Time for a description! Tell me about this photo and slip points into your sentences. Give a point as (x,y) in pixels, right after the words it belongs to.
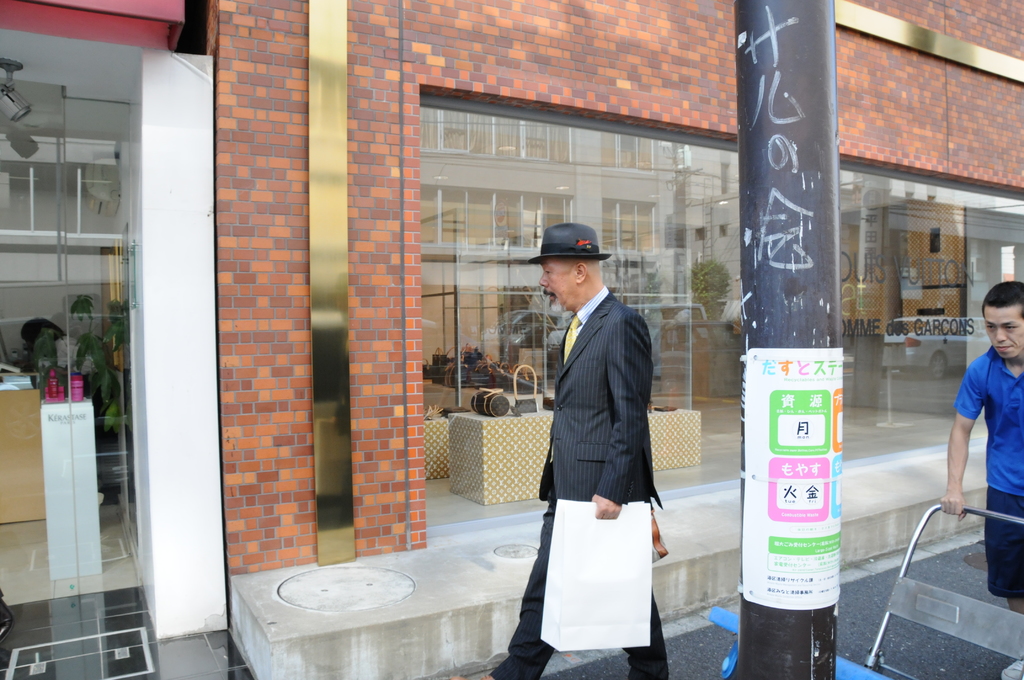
In this picture we can see two persons (1005,550) walking here, in the background (668,443) there is a building (580,55), we can see a glass (535,195) here, in the front (750,333) there is a pole (774,315), we can see papers (810,475) pasted on the pole (787,316), this man (618,491) is carrying a bag (598,536).
